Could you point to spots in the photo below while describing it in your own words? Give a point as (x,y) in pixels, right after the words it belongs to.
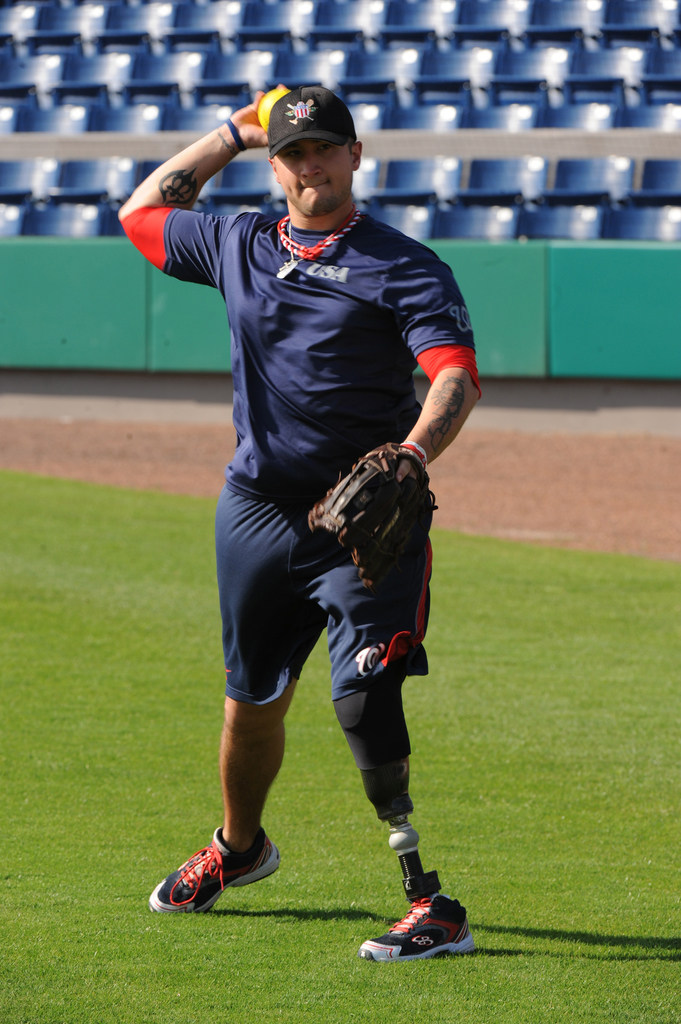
In this image we can see a man (404,566) wearing a glove (381,544) holding a ball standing on the ground (446,618). On the backside (447,631) we can see some grass (580,652), chairs (471,171) and the fence (471,305).
